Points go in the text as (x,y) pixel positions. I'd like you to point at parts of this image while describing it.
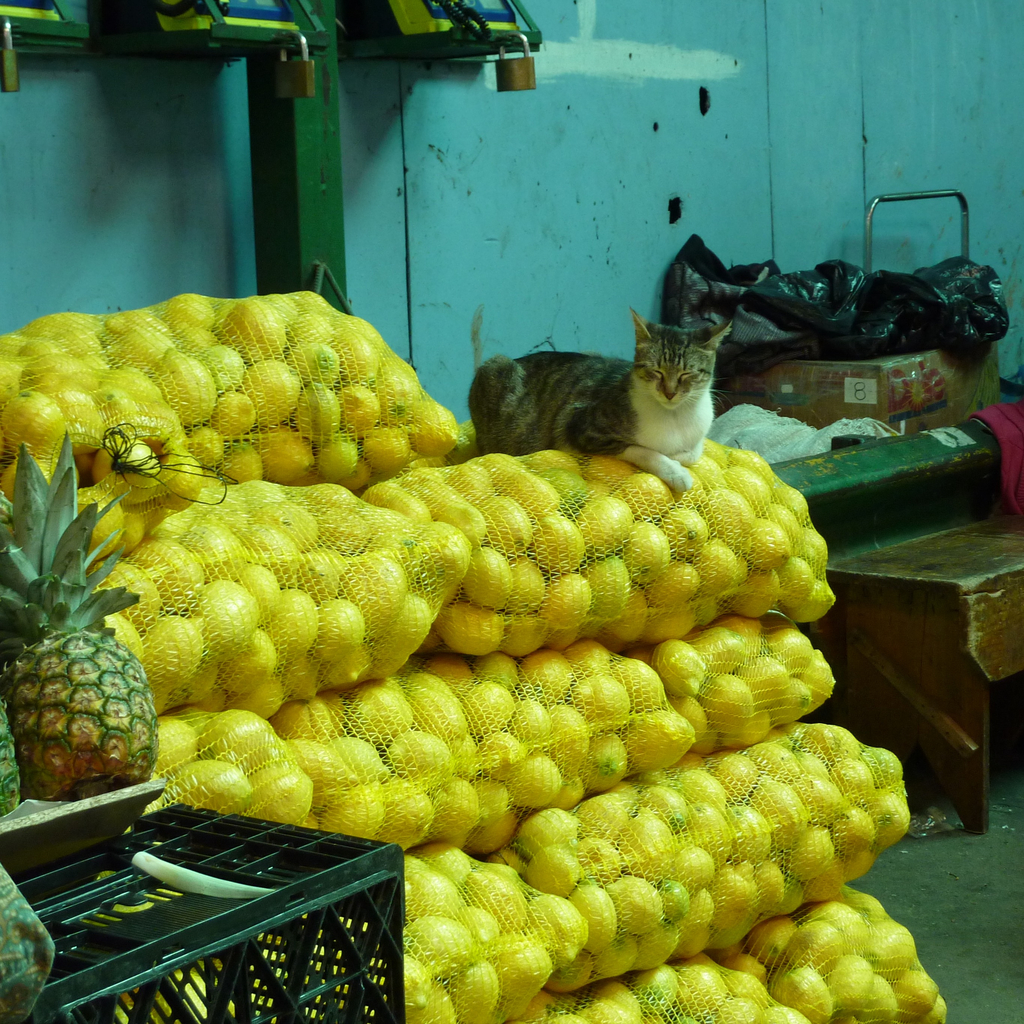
In this picture there are fruits (632,892) in the bags (447,633). On the left side of the image (46,632) there are pineapples (104,624) on the crate (42,883). On the right side of the image (731,544) there is a cardboard box (875,398) and there are covers (998,294) and there is a cat (641,395) sitting on the bag (731,502). At the back (746,143) there is a wall (691,143). At the top (161,7) there are devices (198,16) and locks (522,57) and there is a pole (281,251).
